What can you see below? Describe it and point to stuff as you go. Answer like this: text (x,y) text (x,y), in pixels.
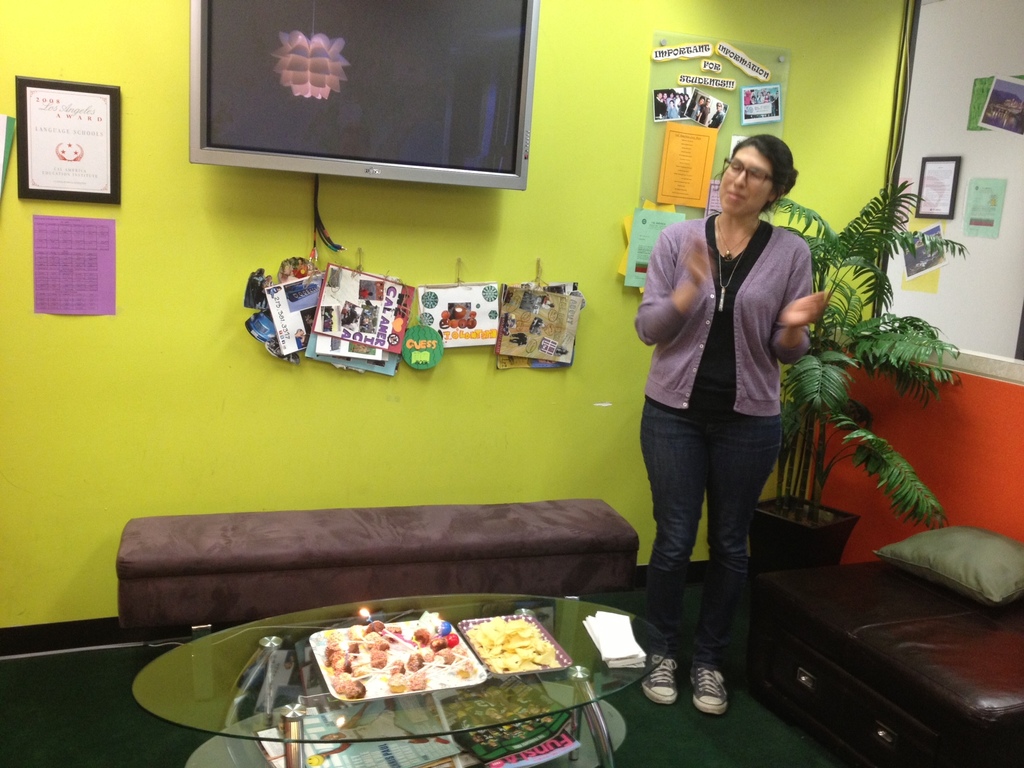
In the image we can see there is a woman (733,430) who is standing and on table (529,674) there are food items (519,643) in a tray (406,656) and on the wall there is a tv (324,88).
